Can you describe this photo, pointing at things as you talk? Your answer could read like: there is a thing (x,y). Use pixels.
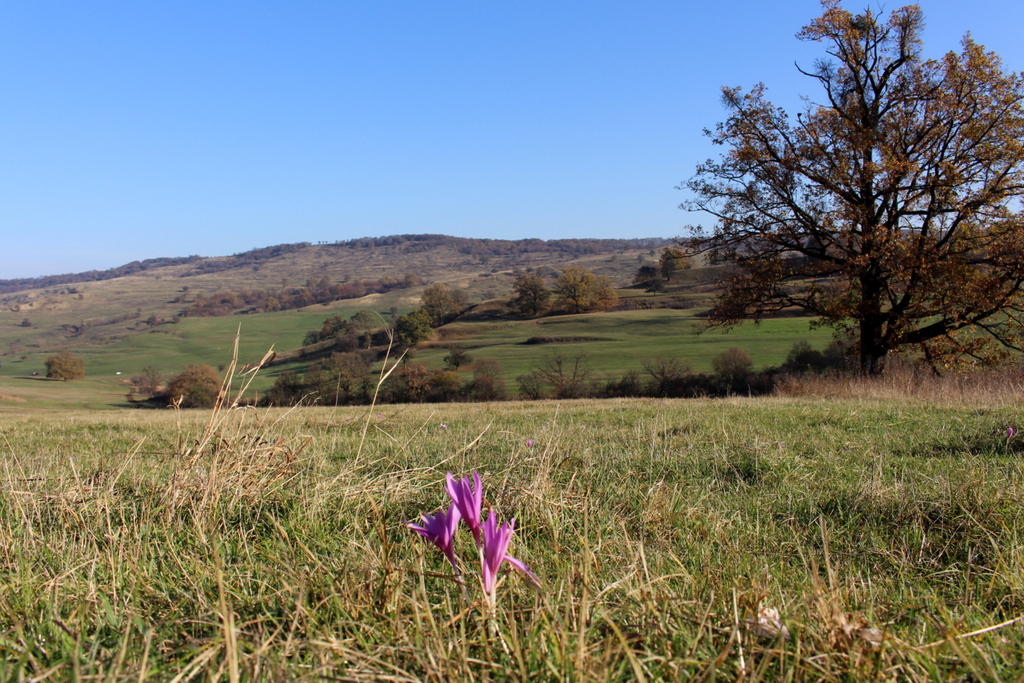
In this picture there are flowers (446,538) at the bottom side of the image (480,540) and there is greenery (423,488) in the image.
